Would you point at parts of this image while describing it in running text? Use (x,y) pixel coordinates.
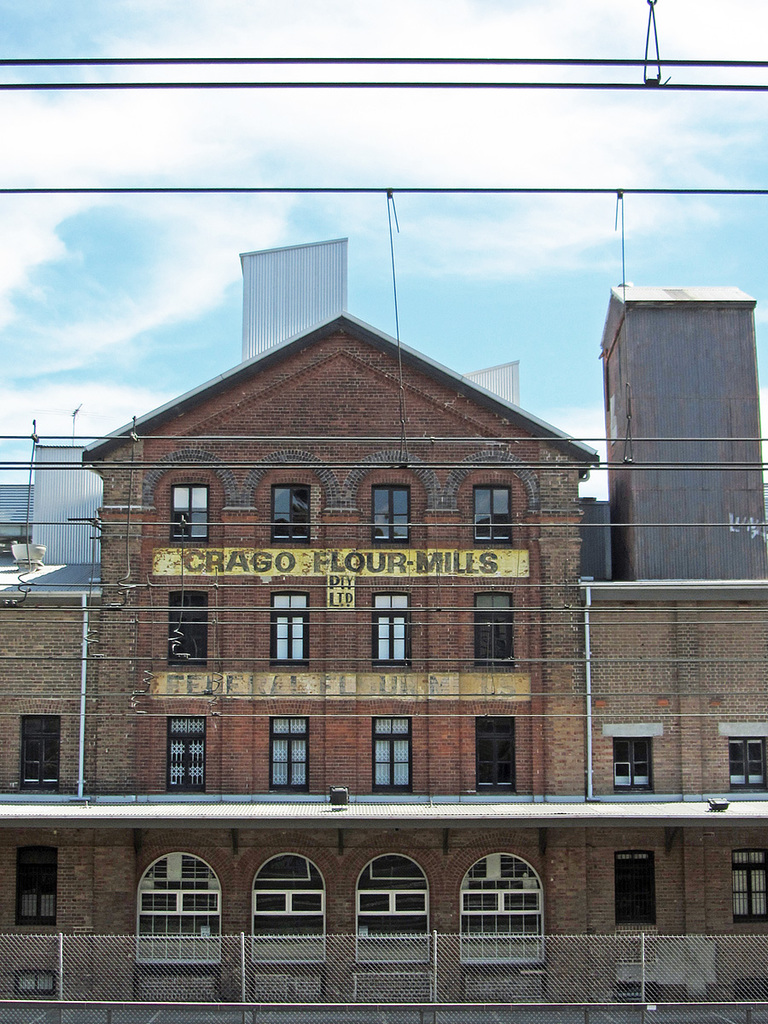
In this image we can see electric wires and at the bottom (339,995) there is a fence (338,968). In the background (274,707) there are buildings (339,455), roofs (255,369), poles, windows (41,857), doors (384,877), texts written on the wall (301,685), objects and clouds (367,211) in the sky (259,223).
